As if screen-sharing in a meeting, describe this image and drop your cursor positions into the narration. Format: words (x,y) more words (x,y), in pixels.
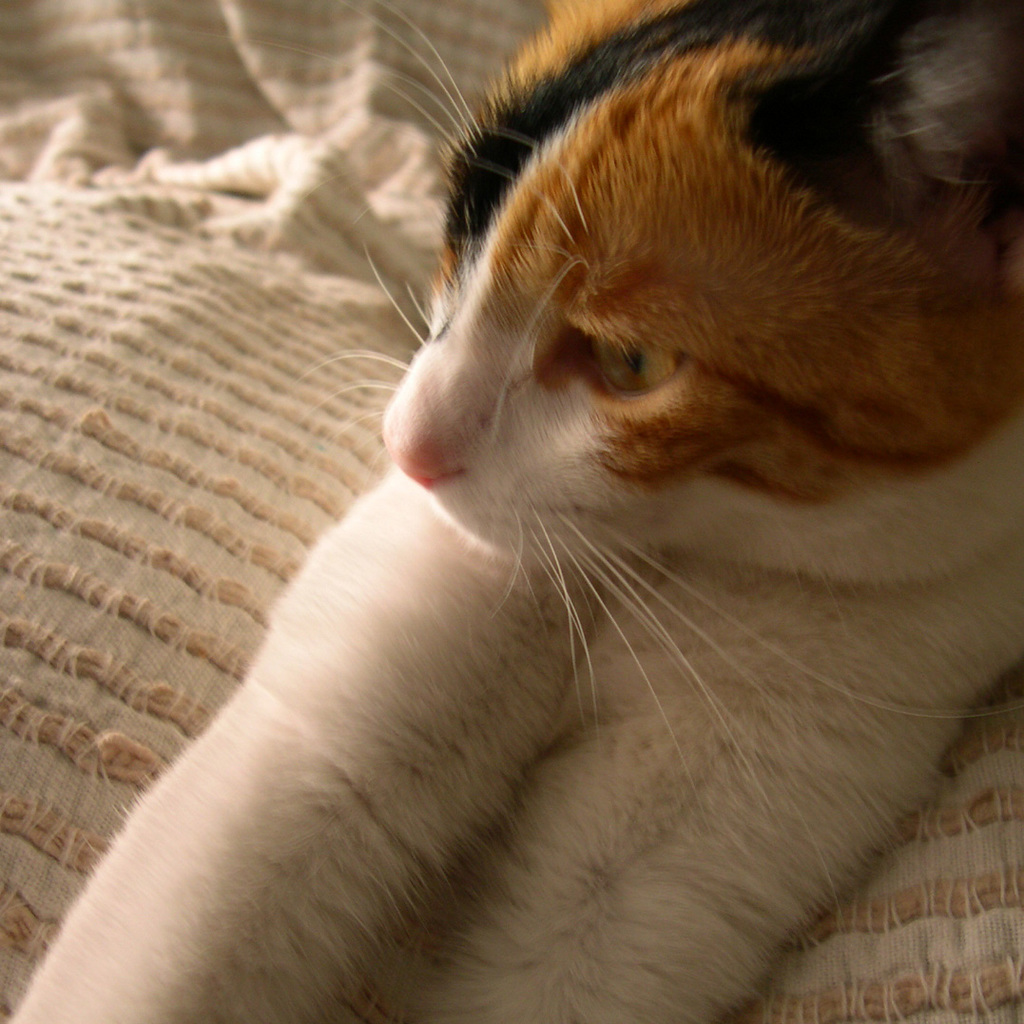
In this image there is a cat (500,533) on the sofa (36,873).
